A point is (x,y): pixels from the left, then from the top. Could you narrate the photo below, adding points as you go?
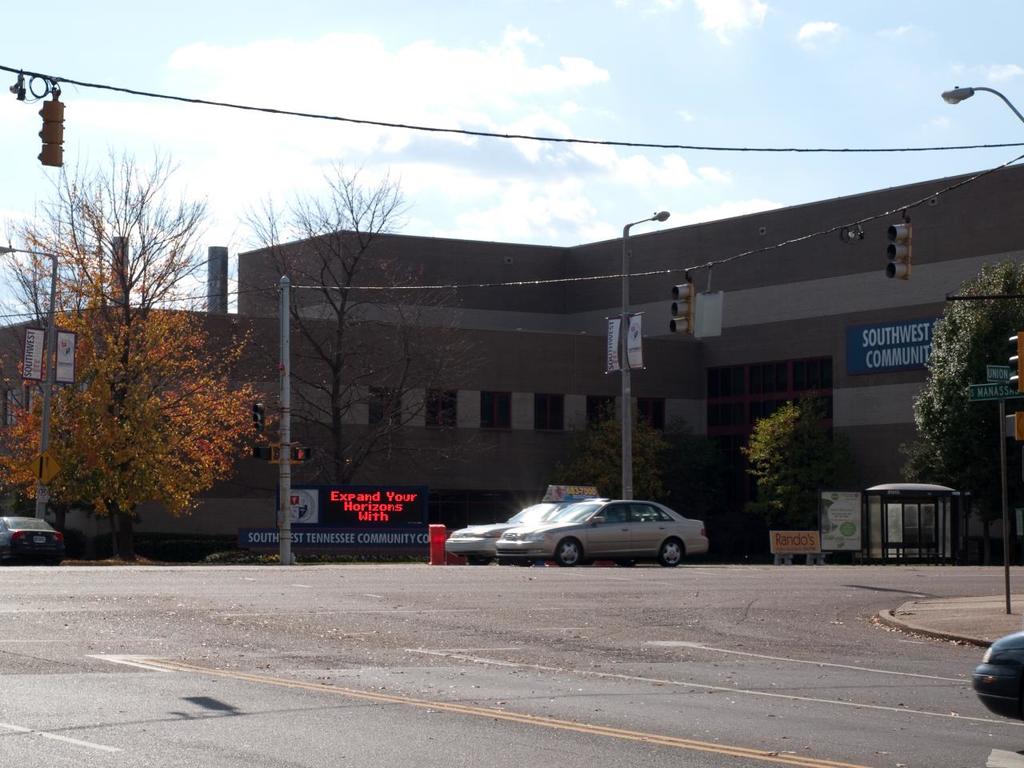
At the bottom (552,696) this is the road (531,695), in the middle (596,512) few cars (521,542) are there on the road (482,678). On the left side (193,347) there are trees (193,347), this is the building (609,383) in this image. At the top (558,115) it is the sky (551,121).
